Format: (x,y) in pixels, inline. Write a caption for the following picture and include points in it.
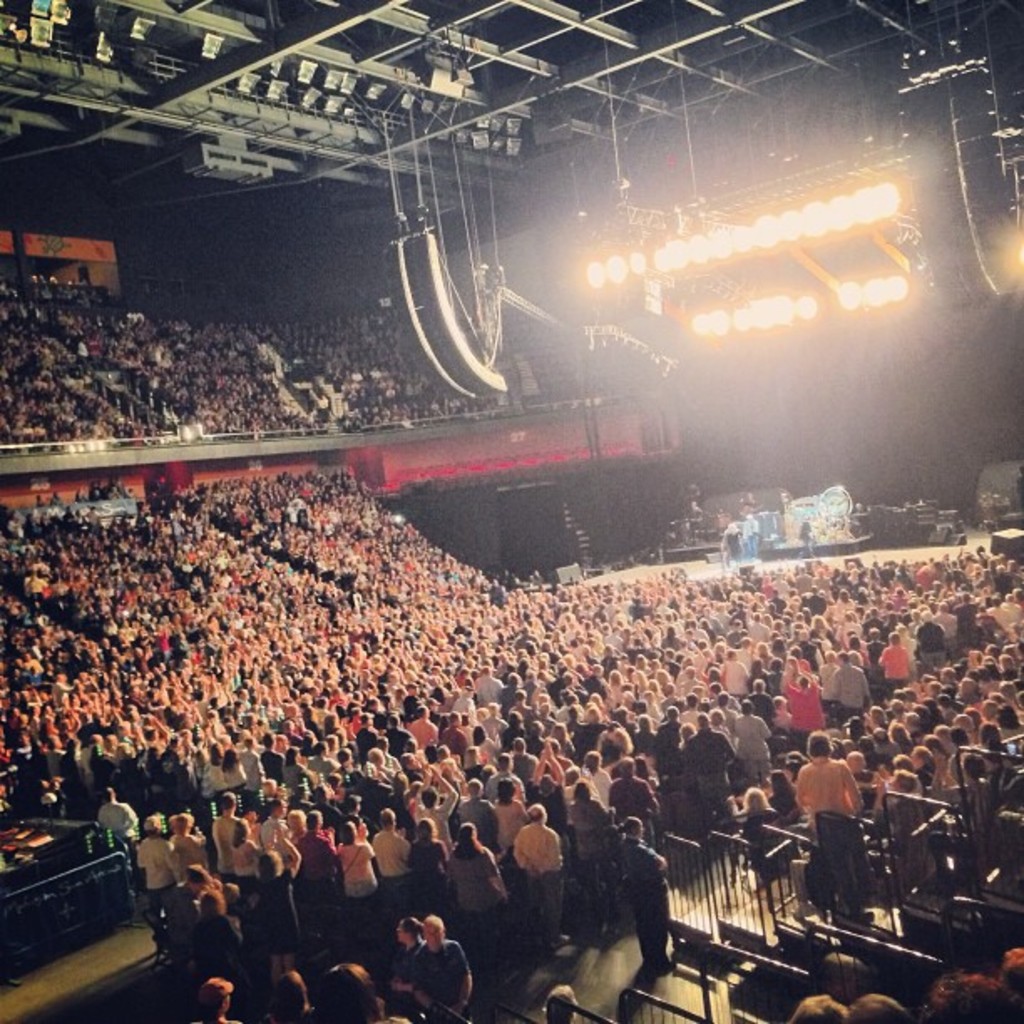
In the picture we can see many people (434,795) are standing together and to the ceiling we can see the lights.
